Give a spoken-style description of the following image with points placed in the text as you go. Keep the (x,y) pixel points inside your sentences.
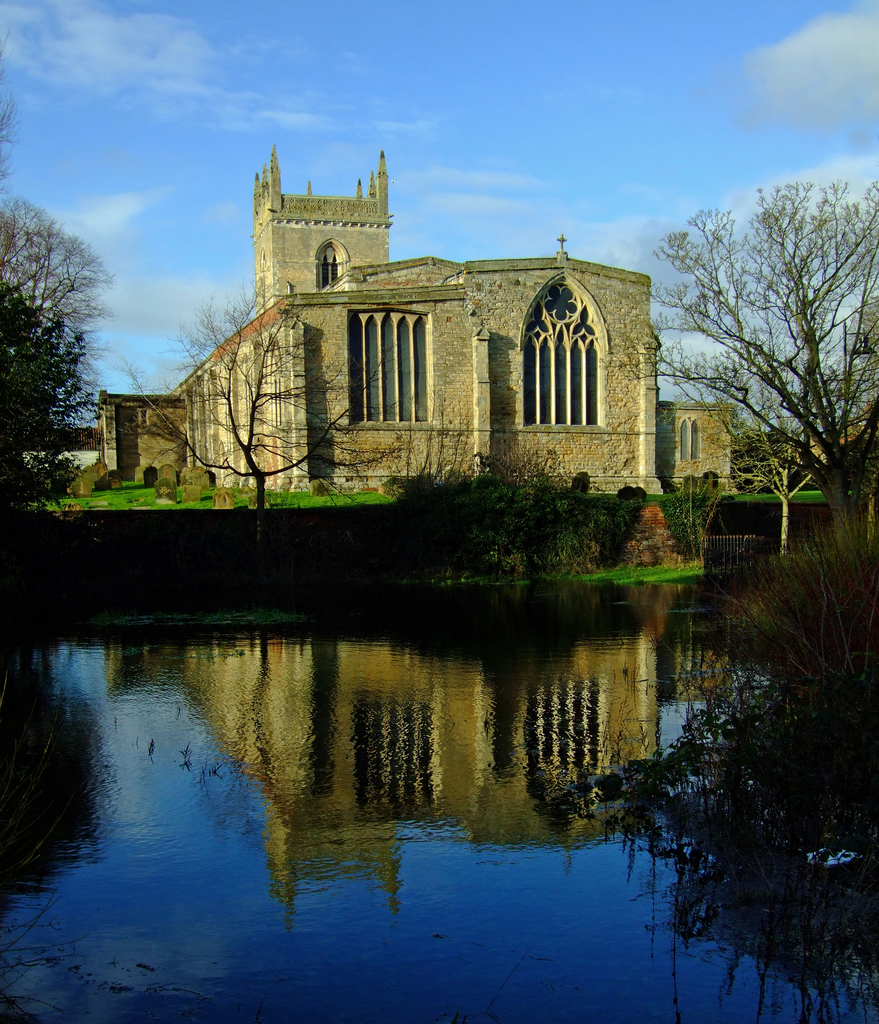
This picture shows a building (485,359) and we see few trees (801,422) and water (378,679) and we see a cloudy Sky (491,135).
